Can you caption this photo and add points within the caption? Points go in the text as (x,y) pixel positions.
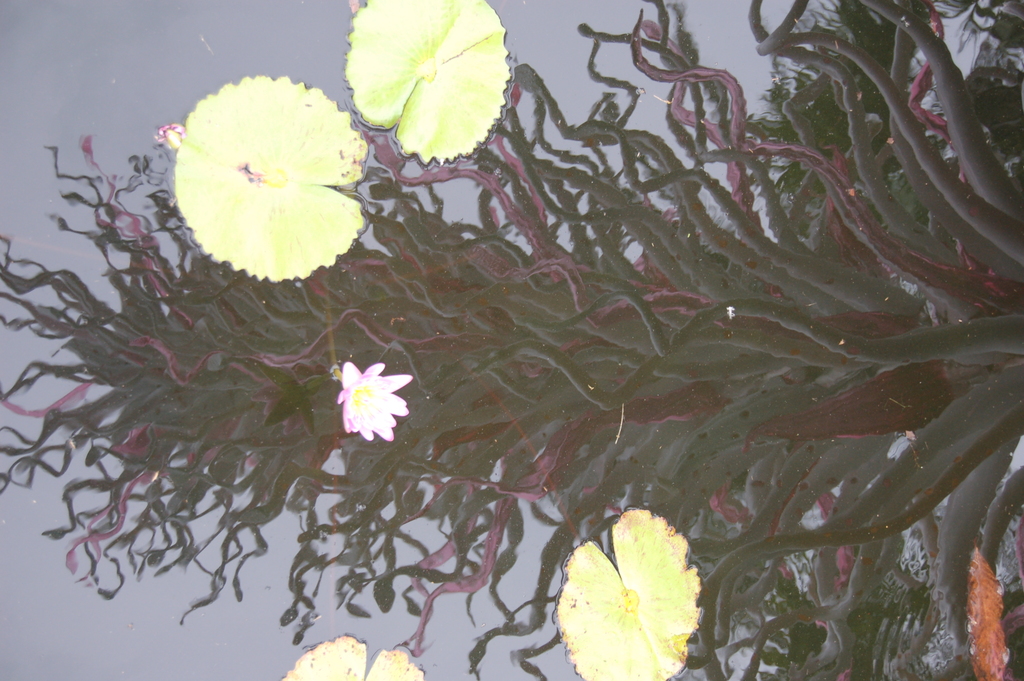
In this image we can see lotus leaves (588,670) and lotus flowers (350,425) in the water (272,522). Here we can see the reflection (807,420) of a plant (931,372).
